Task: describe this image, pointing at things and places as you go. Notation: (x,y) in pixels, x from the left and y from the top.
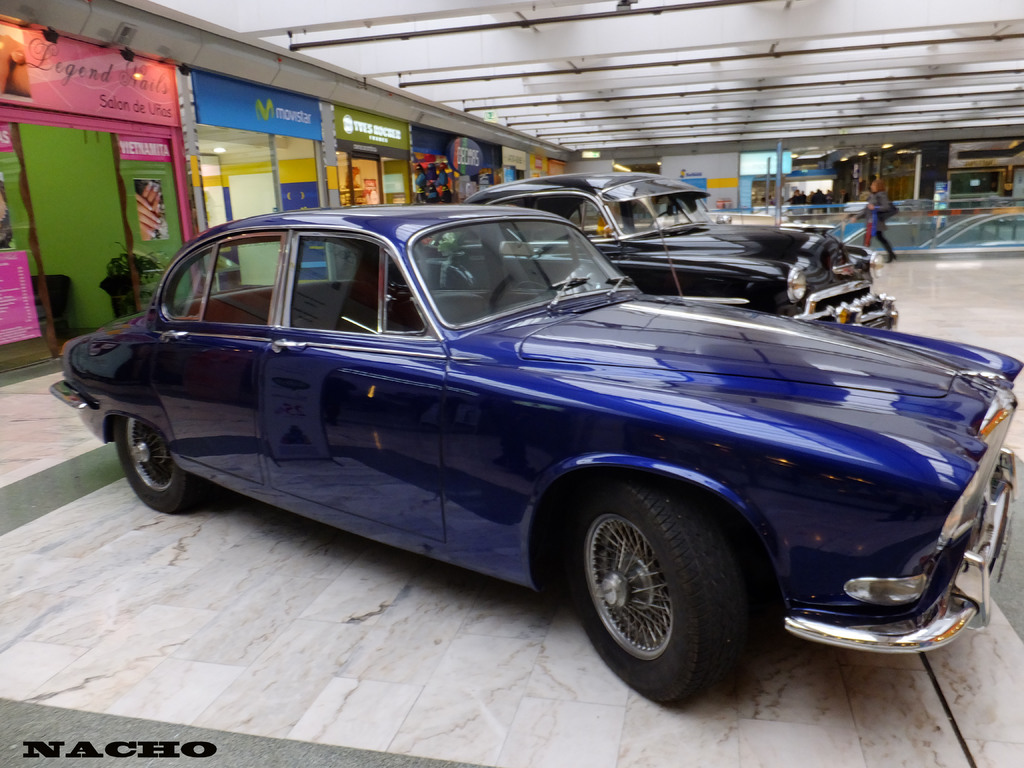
In this image I can see a blue and black color cars (642,472) on the floor (535,661). Back I can see few colorful stores (243,121) and colorful boards (301,102). I can see the glass fencing (927,226) and a person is walking.
